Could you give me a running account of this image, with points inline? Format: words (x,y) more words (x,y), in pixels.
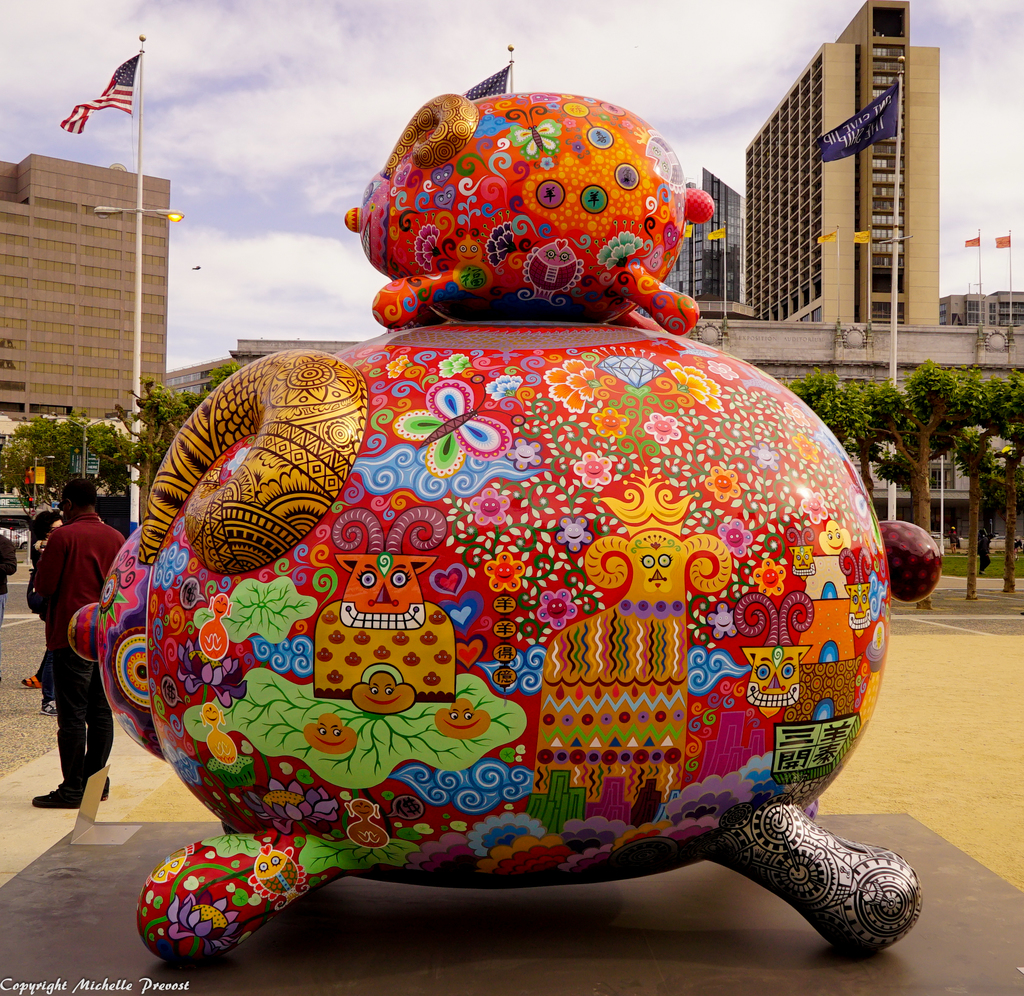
In this image there is the sky (290,152) truncated towards the top of the image (293,156), there are clouds (289,123) in the sky (285,167), there are buildings (784,253), there are buildings (930,338) truncated towards the right of the image (988,336), there is a building (87,336) truncated towards the left of the image (45,276), there are poles (138,262), there are flags (101,101), there is an object (478,543) on the ground (925,745), there are persons (74,725), there is text (95,981) towards the bottom of the image (81,991), there are trees (983,454) truncated towards the right of the image (986,461), there are trees (52,441) truncated towards the left of the image (22,442).
